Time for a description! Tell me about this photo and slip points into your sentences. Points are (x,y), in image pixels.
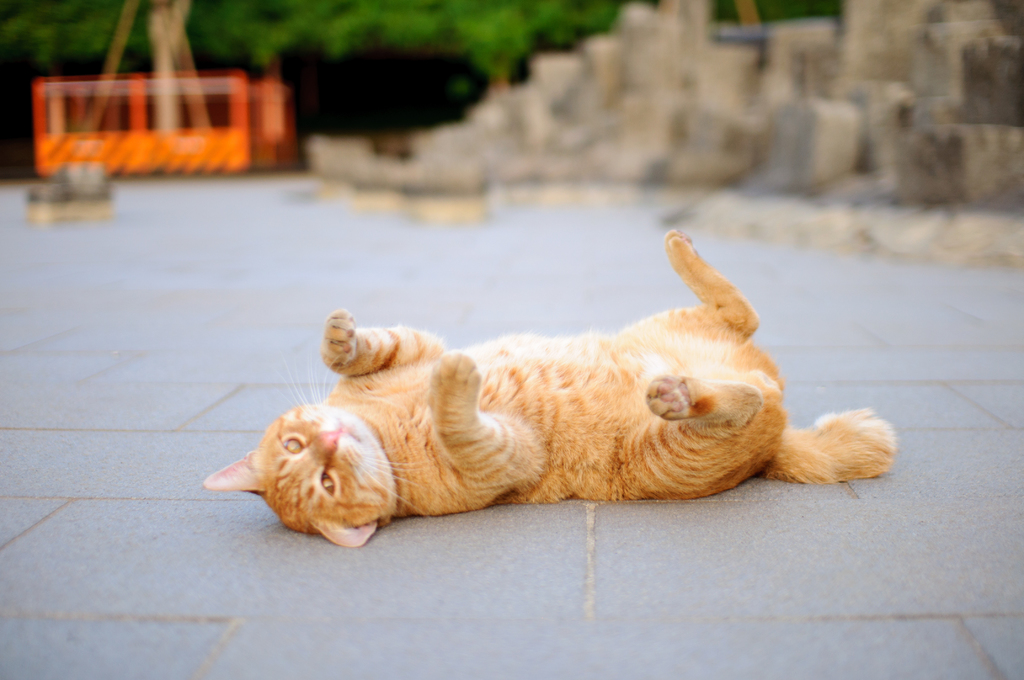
In this image in the center (607,414) there is one cat (419,442), at the bottom (479,562) there is floor (835,511). In the background (743,89) there are some trees (466,34), and some other objects (412,164).
